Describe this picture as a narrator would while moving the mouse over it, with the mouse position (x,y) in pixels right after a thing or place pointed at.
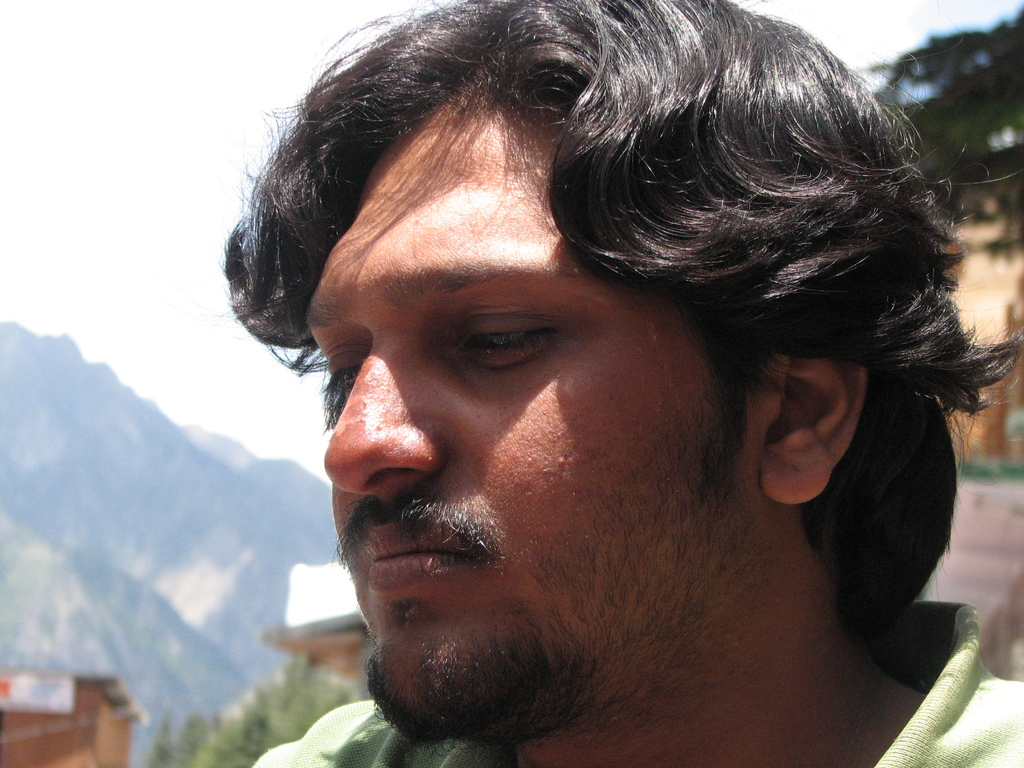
In this picture there is a man (450,637). In the background of the image (178,667) it is blurry and we can see trees (196,767), hills (81,513) and sky (91,178).
